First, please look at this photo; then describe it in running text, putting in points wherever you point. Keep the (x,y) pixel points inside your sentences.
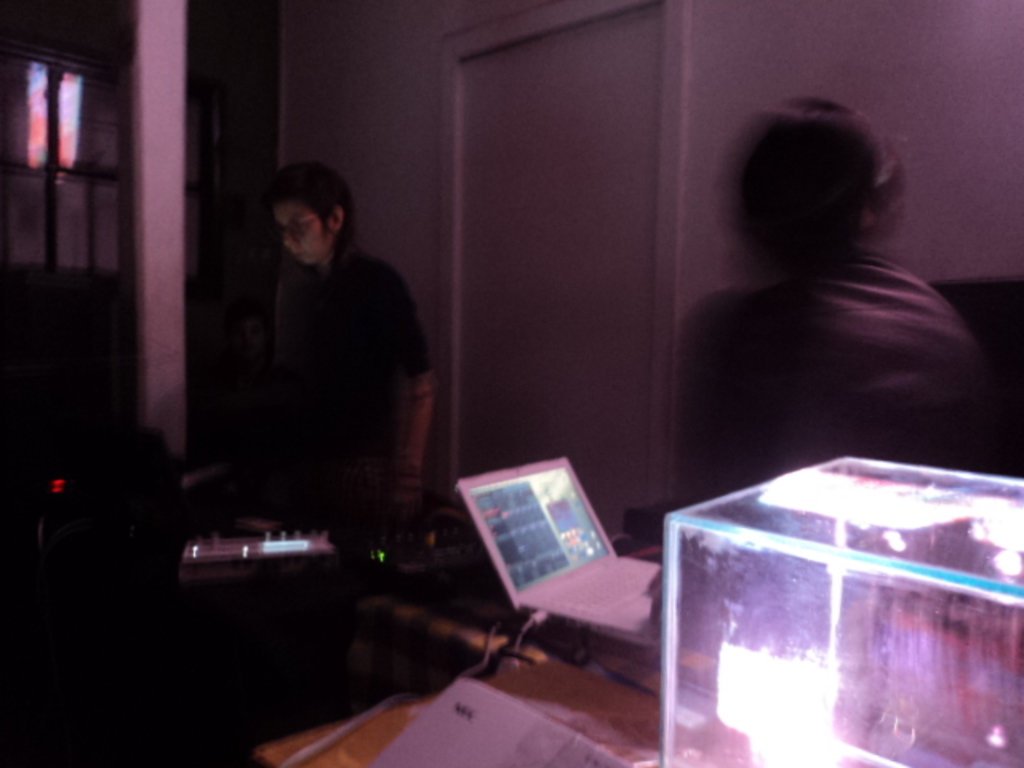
In this image, we can see blur view. Here there are few people (758,474) and some objects (520,588). Background (574,348) we can see walls (924,112), door (538,50), pillars (173,274) and glass window (25,268).
